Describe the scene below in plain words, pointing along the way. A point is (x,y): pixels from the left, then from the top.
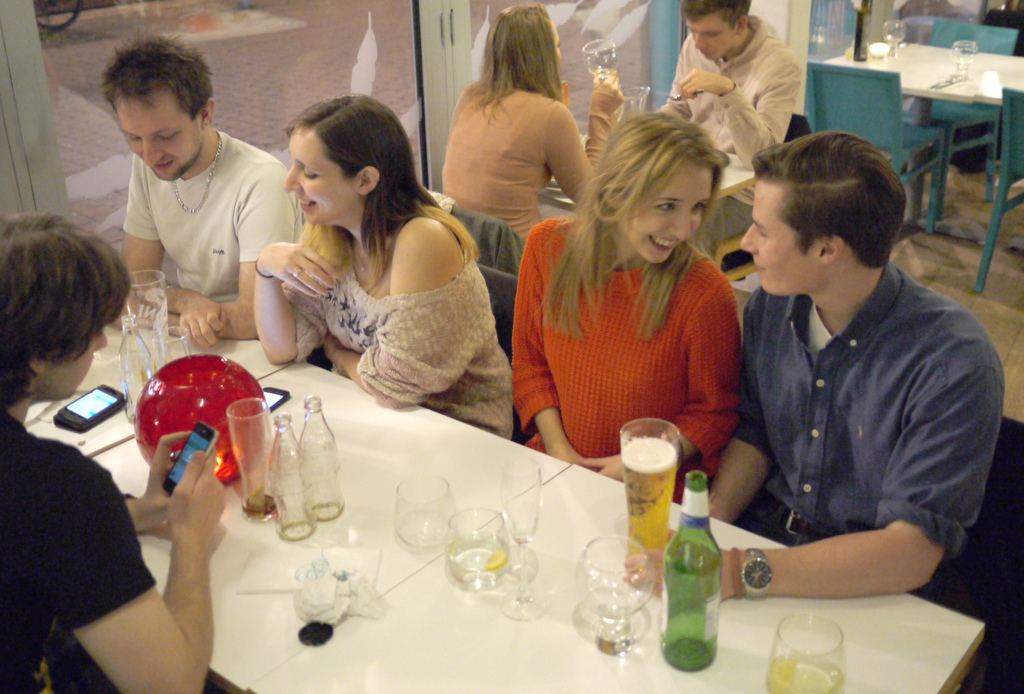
This is an inside view. Here I can see few people (292,348) are sitting on the chairs (505,293) around the table (348,693). On the table (442,642) I can see few bottles (693,568) and glasses (480,568) and mobiles (106,406). Few people (278,354) are smiling and few people (647,275) are talking to each other. In the background (942,83) also I can see tables (937,93) and empty chairs (847,108) which are placed on the floor (1007,310). On the top of the image (325,32) there is a glass (317,37).
